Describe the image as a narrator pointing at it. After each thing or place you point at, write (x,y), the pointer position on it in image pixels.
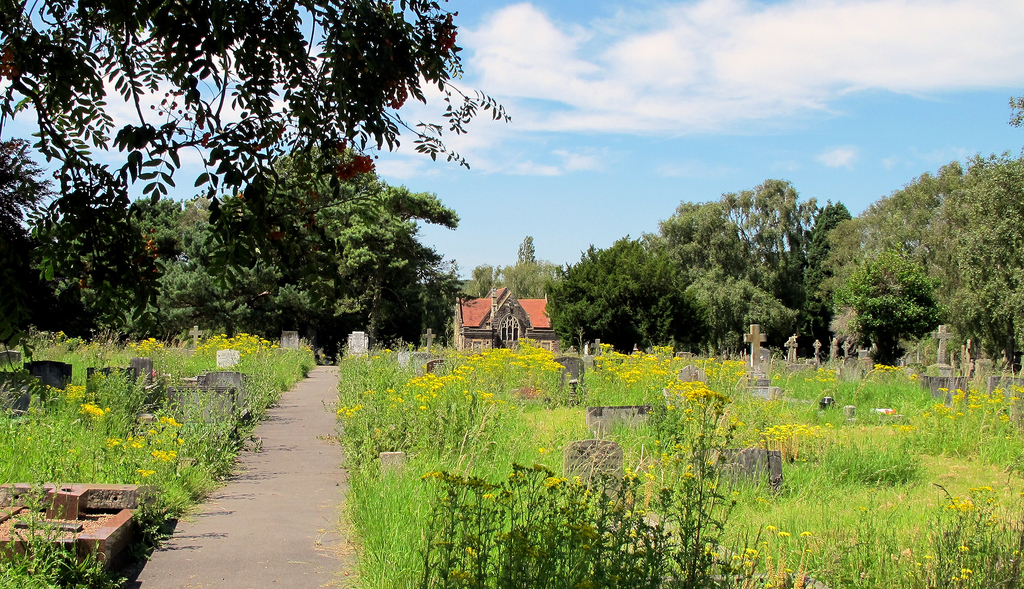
In this picture I can see gravestones (735,452), plants (556,449) and a road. In the background (487,320) I can see a building (503,327), trees (664,323) and the sky (554,130).
